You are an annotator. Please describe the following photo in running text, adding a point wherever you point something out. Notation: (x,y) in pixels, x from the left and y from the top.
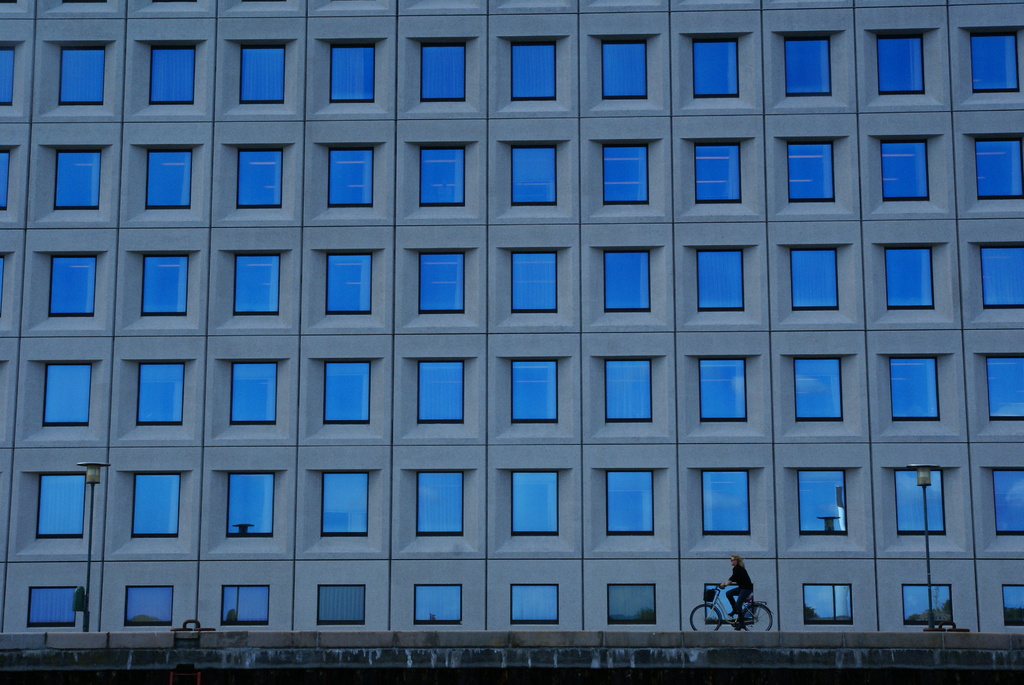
In the picture we can see a part of the building (980,270) with blue colored glass windows (705,273) and near the building (154,465) we can see two poles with lamps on either side and a person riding the bicycle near it.
